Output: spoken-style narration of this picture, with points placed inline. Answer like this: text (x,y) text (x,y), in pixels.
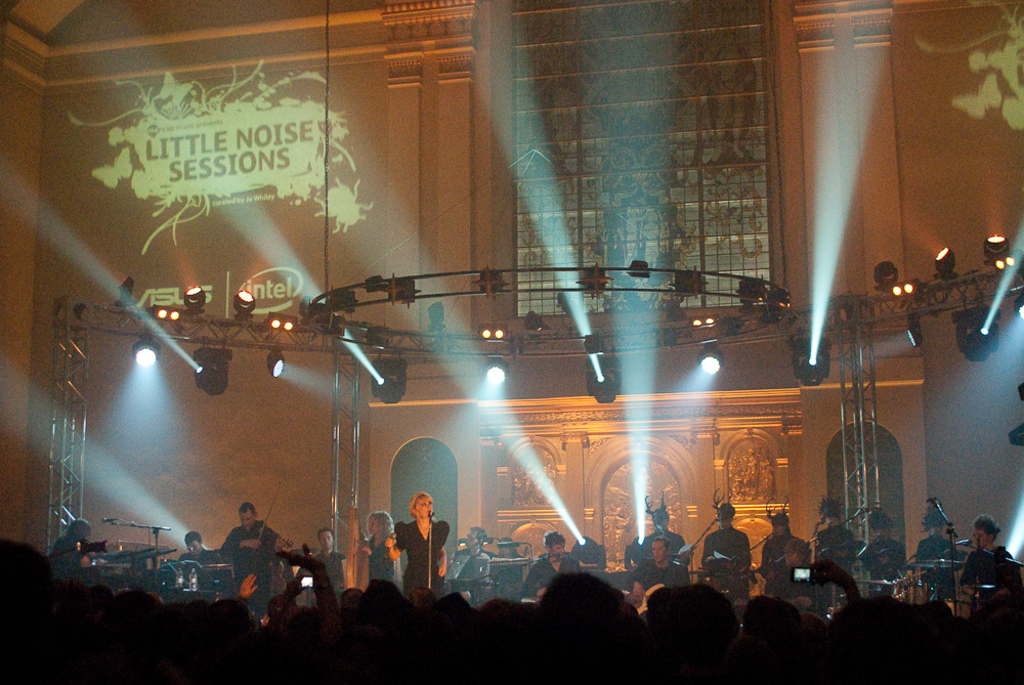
In this image we can see some people (160,643) and among them few people (373,522) playing musical instruments (947,556) on the stage (949,567) and there is a woman (444,540) standing in front of the mic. We can see some stage lights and we can see the wall (89,197) with the screen (186,111) and there is some text (313,136) on it.
